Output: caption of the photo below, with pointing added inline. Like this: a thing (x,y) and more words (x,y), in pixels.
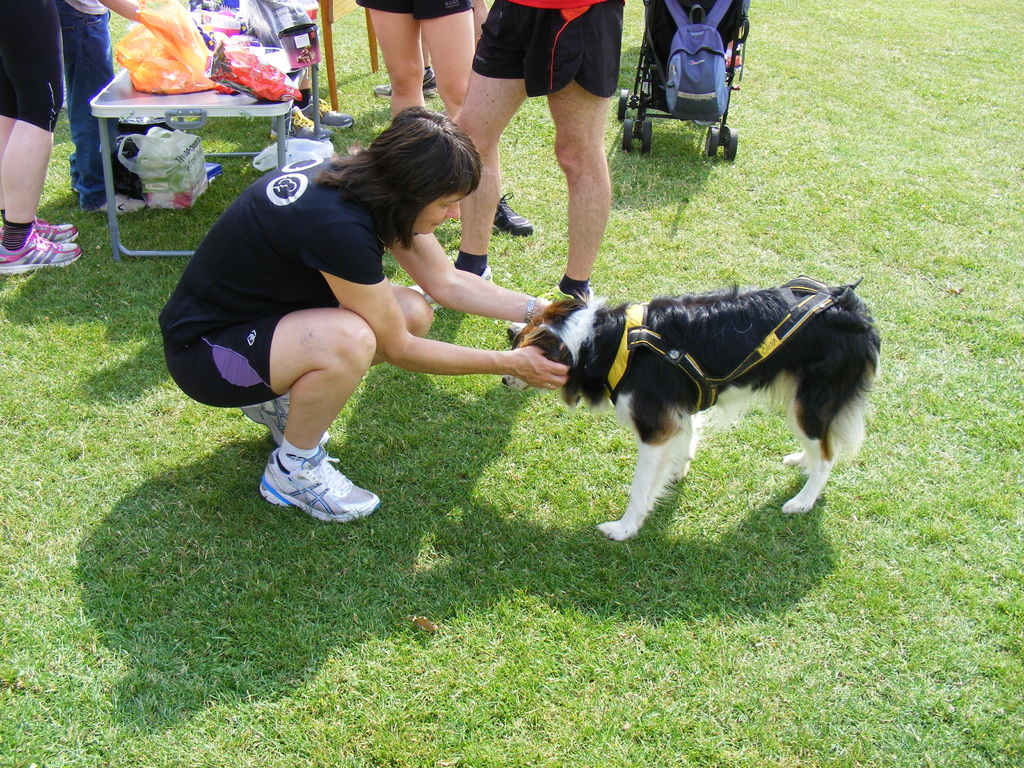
This picture is clicked outside. In the foreground (366,284) we can see a person (293,270) squatting on the ground (419,409) and holding the head (531,331) of a dog (676,363) who is standing on the ground (674,499) and we can see the green grass (453,459). In the background (572,143) we can see the group of people (40,259) standing on the ground (154,508) and we can see the bags (230,50) and some objects (270,85) are placed on the top of the table (269,110) and we can see a stroller (656,89), backpack (691,54) and some items (168,169) are placed on the ground (216,192).
